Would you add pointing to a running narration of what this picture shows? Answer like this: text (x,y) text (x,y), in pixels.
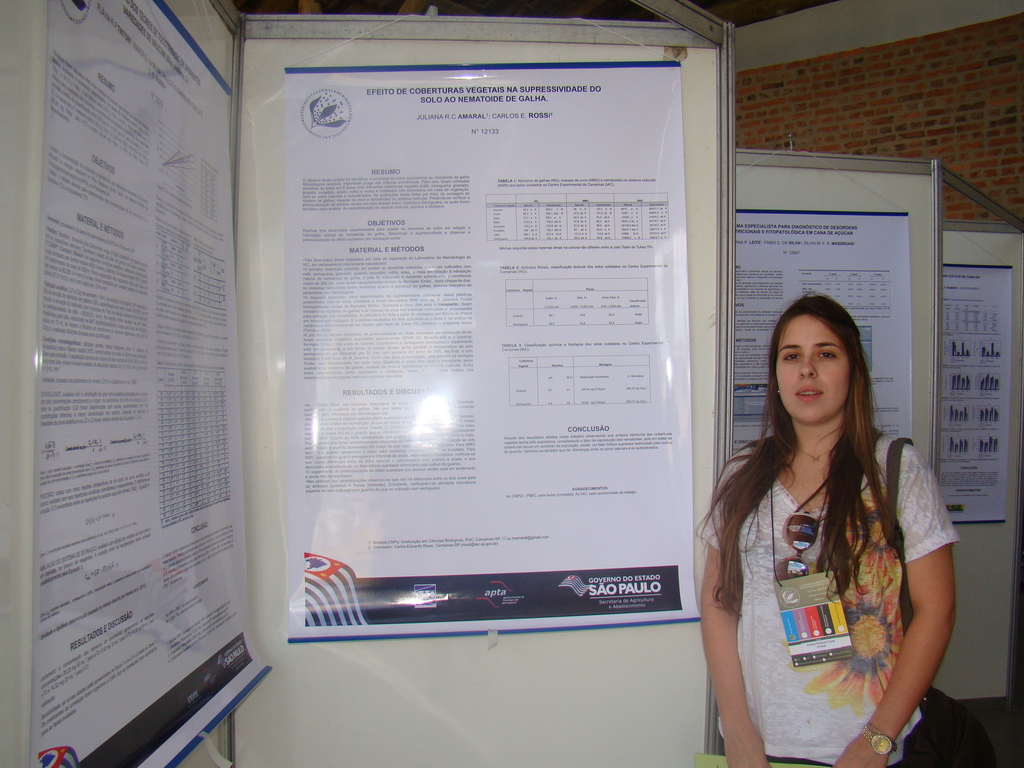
In this image we can see a woman (773,631) is standing. She is carrying a black color bag (937,711). In the background (656,239), we can see big posters (453,355) on the boards (542,733). We can see a wall (895,78) in the right top of the image (891,72).
